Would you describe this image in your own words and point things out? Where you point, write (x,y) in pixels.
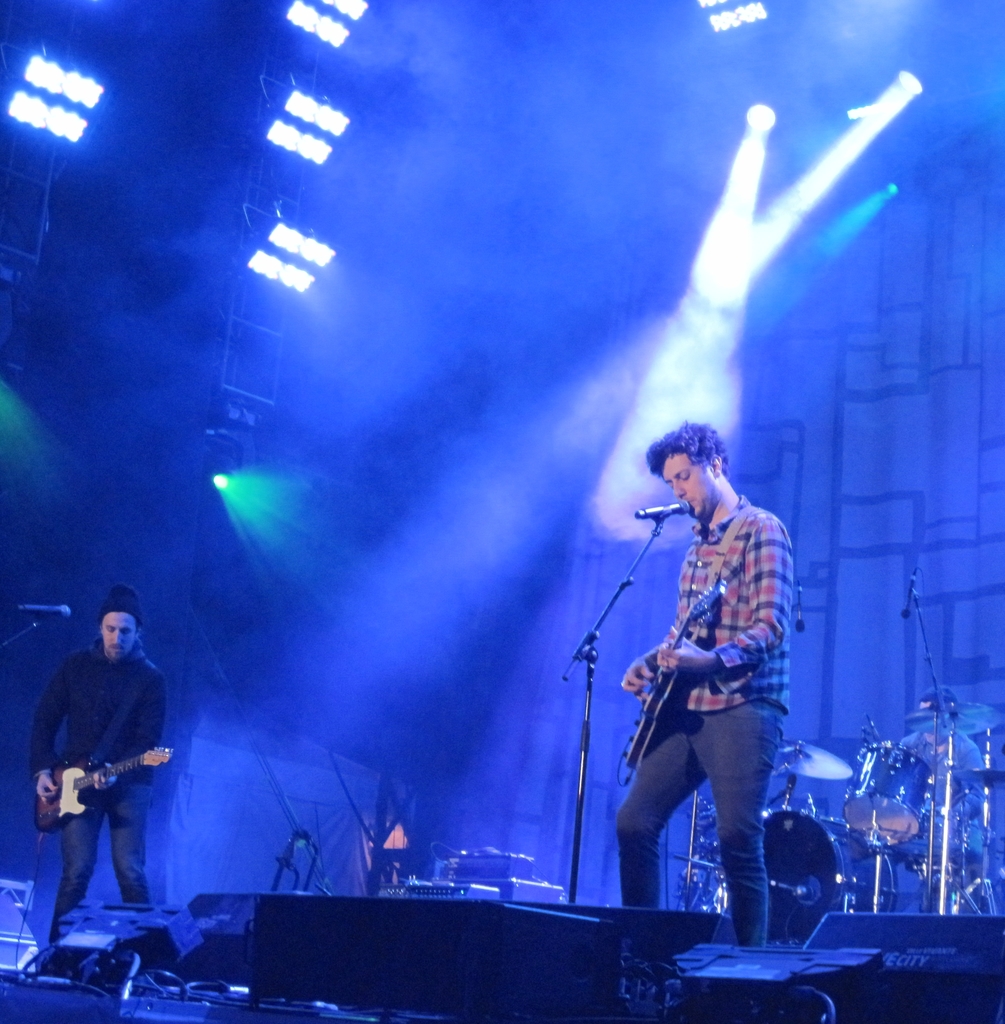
In this image we can see persons (751,691) holding guitars (47,802) and standing on the dais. At the bottom of the image (136,923) we can see speakers (351,941) and some objects (15,924). In the background (901,781) we can see person (959,748), musical instruments (901,781), mic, lights (793,206) and wall (847,268).
